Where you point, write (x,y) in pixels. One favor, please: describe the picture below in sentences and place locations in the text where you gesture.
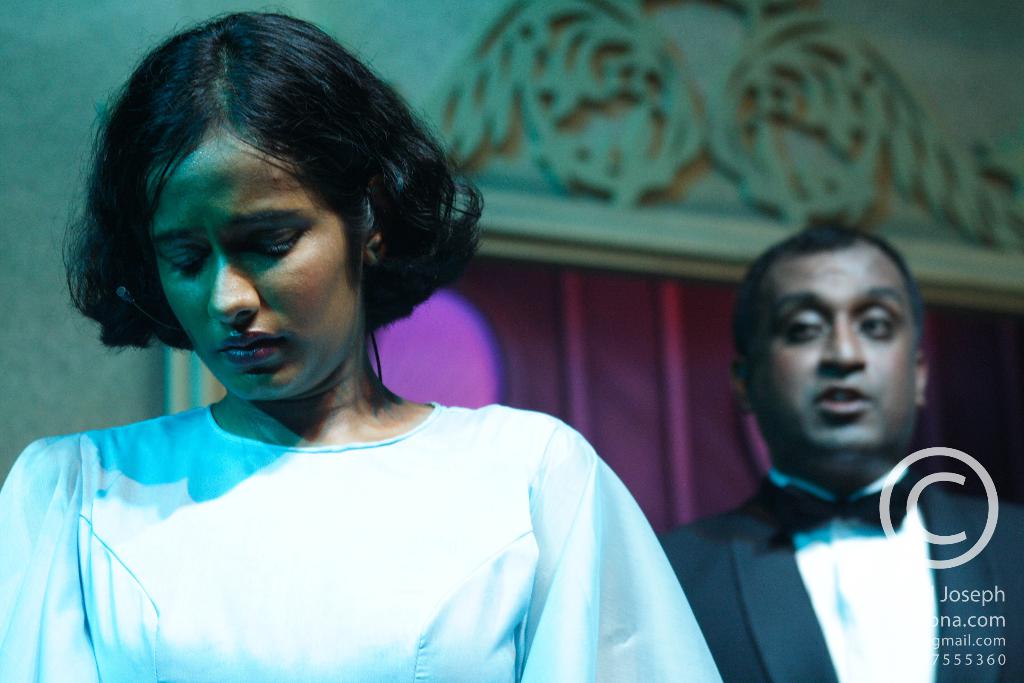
In the image in the center (347,427), we can see two persons (934,510) are standing. In the bottom right side of the image (951,504), there is a watermark (991,600). In the background (682,315) there is a wall (794,41) and a curtain (686,383).
